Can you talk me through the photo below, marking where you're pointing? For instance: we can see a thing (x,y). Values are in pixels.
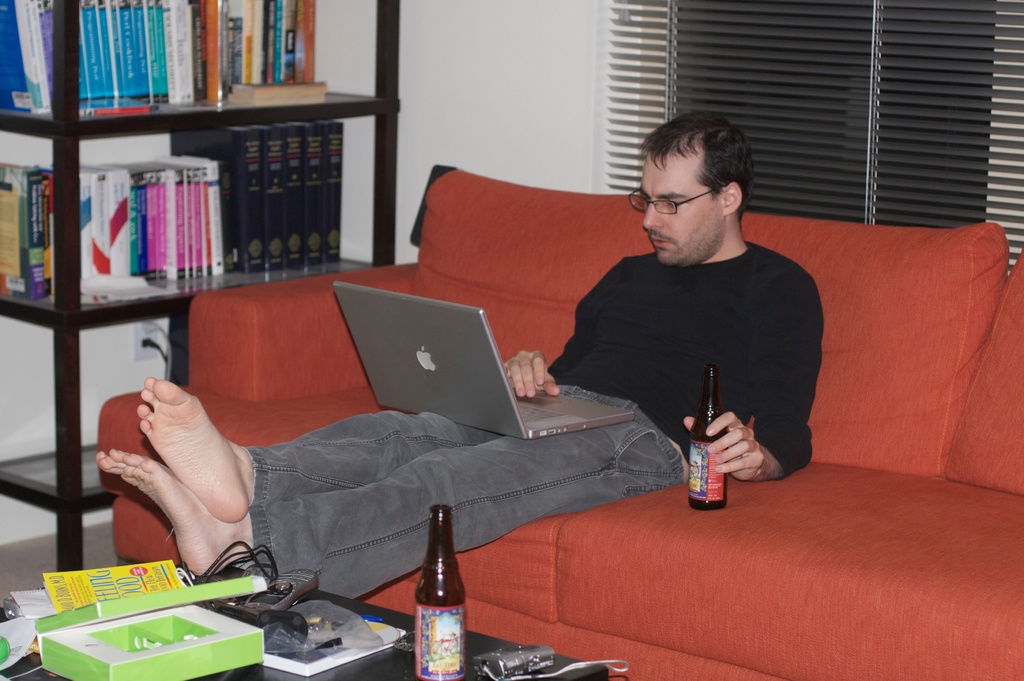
In this image, there is an inside view of a room (571,133). there is a person (609,316) wearing clothes (666,317) and sitting on the sofa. There is a rack (333,106) on the left side of the image (240,276). There is a table (365,680) in the bottom left of the image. This table (380,671) contains bottle (428,665), phone (285,578) and box (145,624). The person (494,500) who is center of the image (614,407) holding a laptop (511,403) and bottle (697,462) with his hand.
